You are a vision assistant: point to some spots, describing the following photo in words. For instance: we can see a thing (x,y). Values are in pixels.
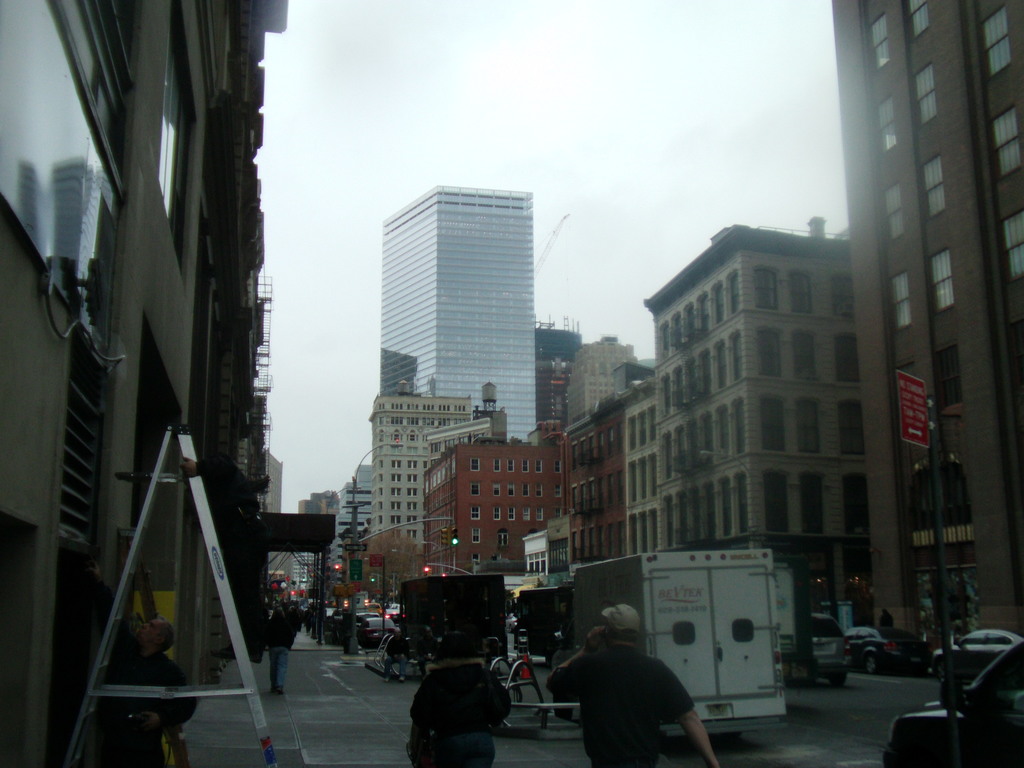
In this image we can see buildings (499,249), street poles (353,537), traffic lights (445,537), motor vehicles (754,626) and persons (469,687) on the road (366,674).
